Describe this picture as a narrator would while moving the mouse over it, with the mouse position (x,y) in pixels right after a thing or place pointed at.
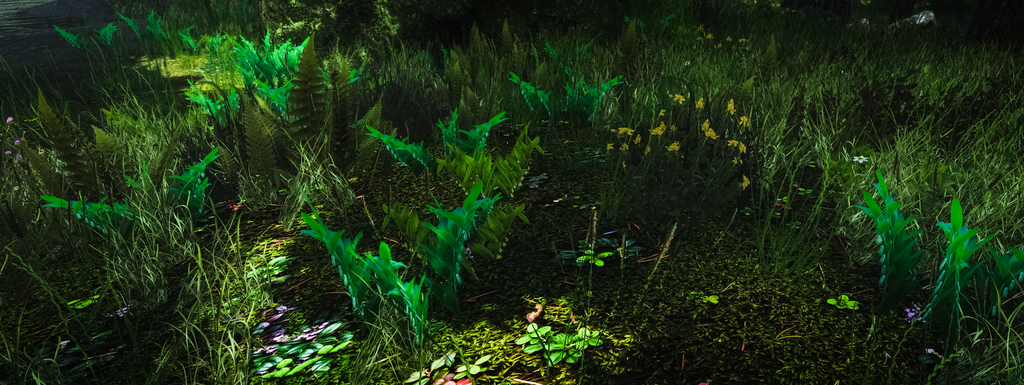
This is an animated image. Here we can see grass (55,352) and small plants (560,356) on the ground (420,192).
